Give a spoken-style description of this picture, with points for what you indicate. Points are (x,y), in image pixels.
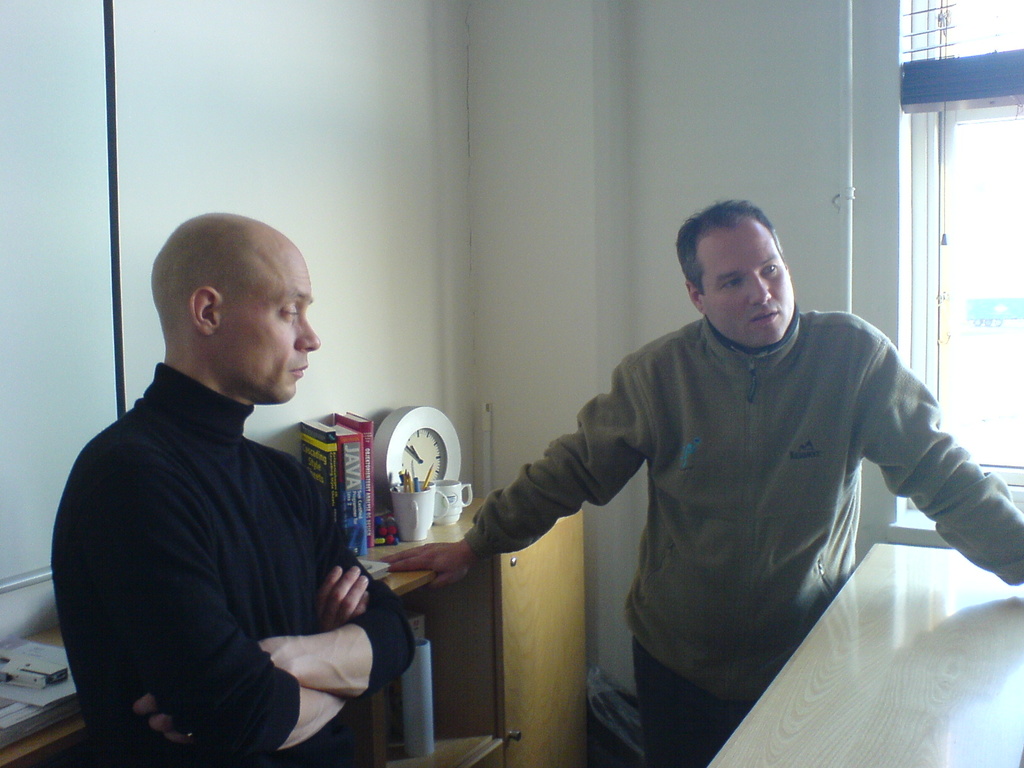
In this picture, there are two men (519,474). A man (342,615) towards the left (217,490), he is wearing a black t shirt (226,524) and a man (826,424) towards the right (690,587), he is wearing a green jacket (713,518). Before him, there is a table (819,767). In the center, there is a table (452,740) to a wall (502,482). On the table (495,613), there are books (344,509), cups (436,483) and a watch (452,473). In the background (408,118), there is a wall (725,136) with a window (943,166).
